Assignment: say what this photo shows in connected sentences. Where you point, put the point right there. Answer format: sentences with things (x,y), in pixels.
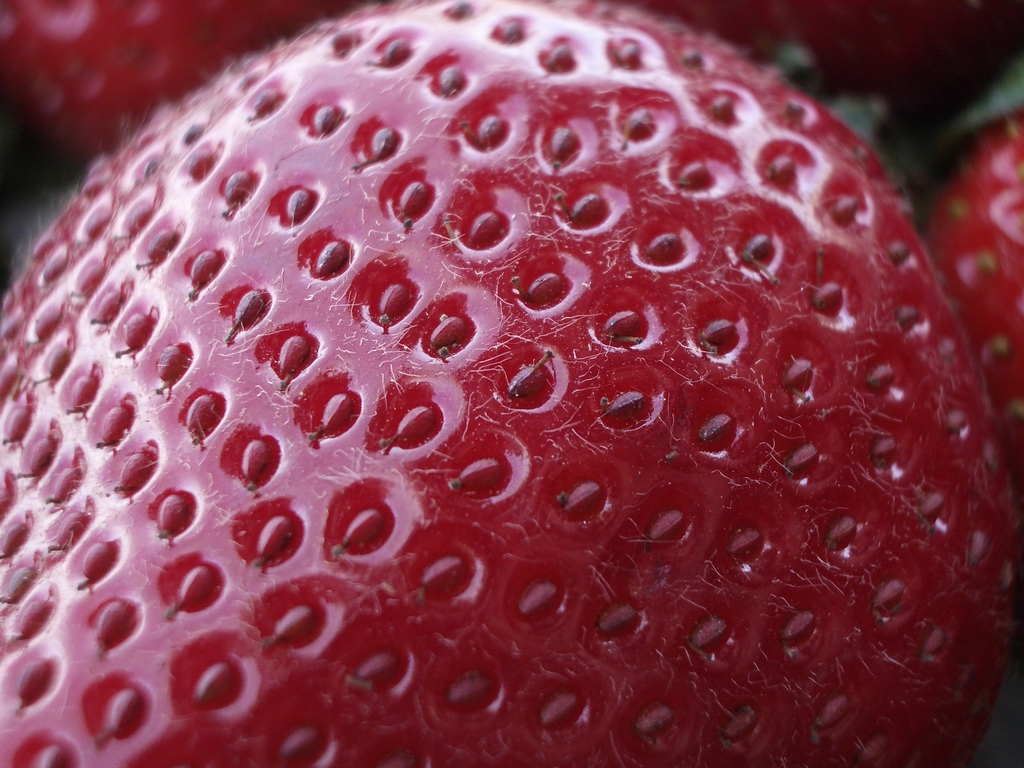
In this image I can see the strawberry (829,258).
